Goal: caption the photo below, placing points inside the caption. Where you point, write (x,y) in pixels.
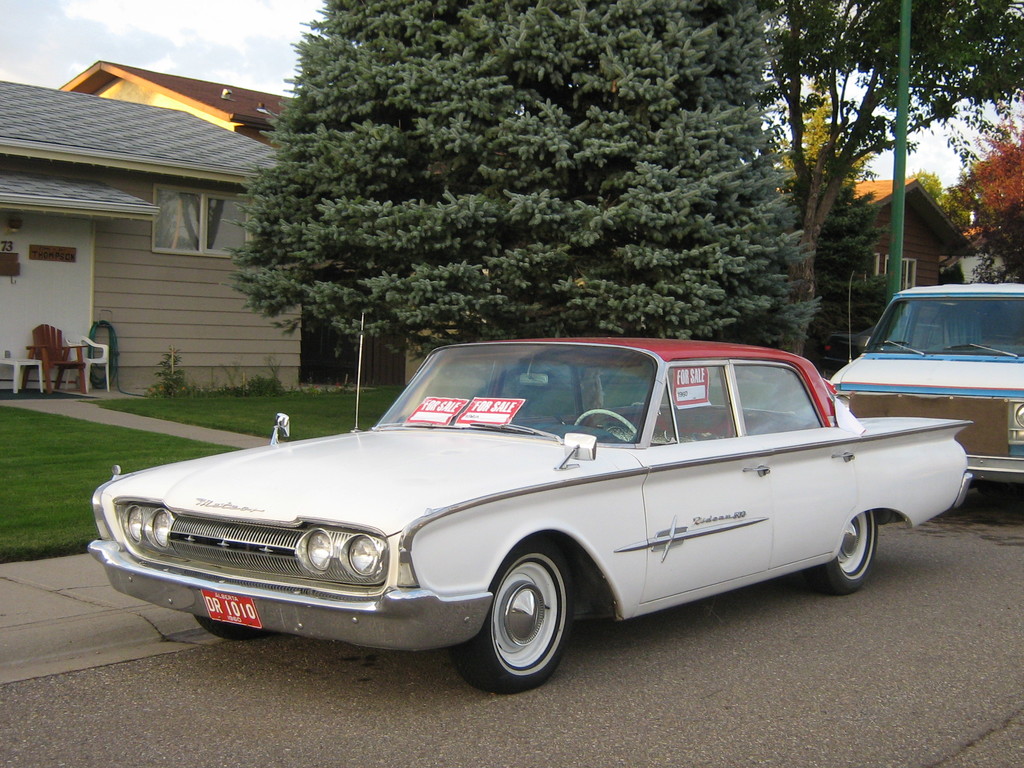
In this images we can see vehicles (648,527) on the road (523,755). In the background (74,91) there are houses (207,87), roofs (207,87), windows (182,218), chairs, grass (197,456) and trees (800,279) on the ground (63,410), poles (901,175) and clouds (273,10) in the sky (952,135).
